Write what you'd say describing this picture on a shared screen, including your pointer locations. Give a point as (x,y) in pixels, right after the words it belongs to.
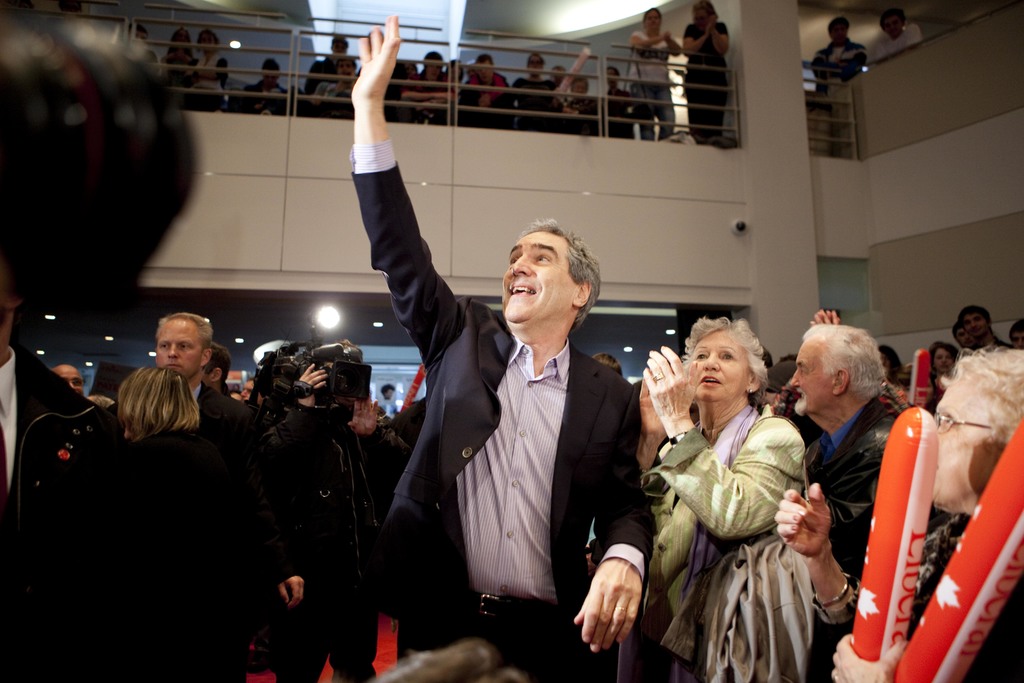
Here in the front (665,394) we can see number of people (480,392) standing and all of them are cheering and the person (535,458) in the front (520,418) is wearing coat (579,401) and waving his hand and smiling and above him we can see number of people (446,92) standing on the floor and in front of them we can see a railing (294,48) present and we can also see lights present on the roof (109,328) and we can see a person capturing the moments with a video camera (277,372) in his hands (317,382) and the woman (684,448) beside him is clapping.
